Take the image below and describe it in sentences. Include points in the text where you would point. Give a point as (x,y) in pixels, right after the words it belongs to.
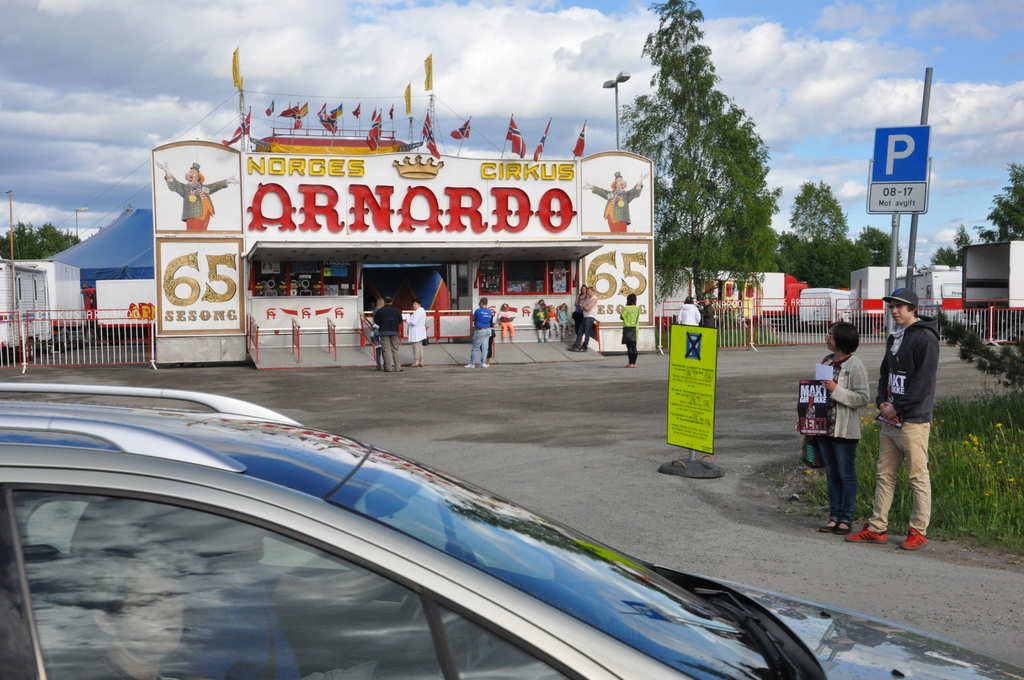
In the picture we can see a car (151,556) with windshield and a glass window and some people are sitting in the car (457,558) and besides, we can see some people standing near the path (884,562) with some grass plants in the path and a pole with a board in the background (635,190), we can see a circus exit (610,199) with some people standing near it and on the exit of the circus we can see some flags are placed and besides the exit (278,155) we can see a railing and in the background (654,184) we can see some trees (659,190), sky (611,110) and clouds (473,130).
